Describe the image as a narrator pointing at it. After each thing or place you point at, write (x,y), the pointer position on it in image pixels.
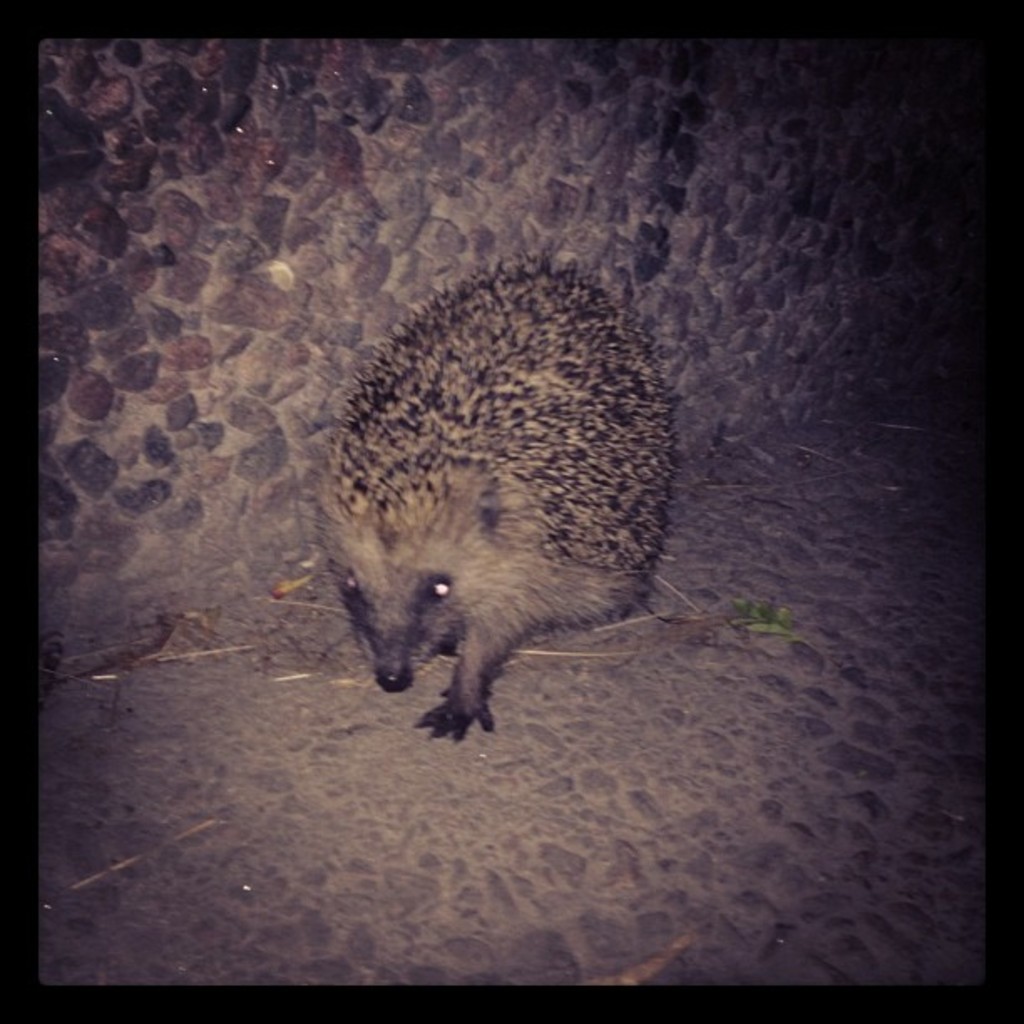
This is an edited picture. I can see an animal (416,398), and in the background (262,209) there is a wall (790,204).
